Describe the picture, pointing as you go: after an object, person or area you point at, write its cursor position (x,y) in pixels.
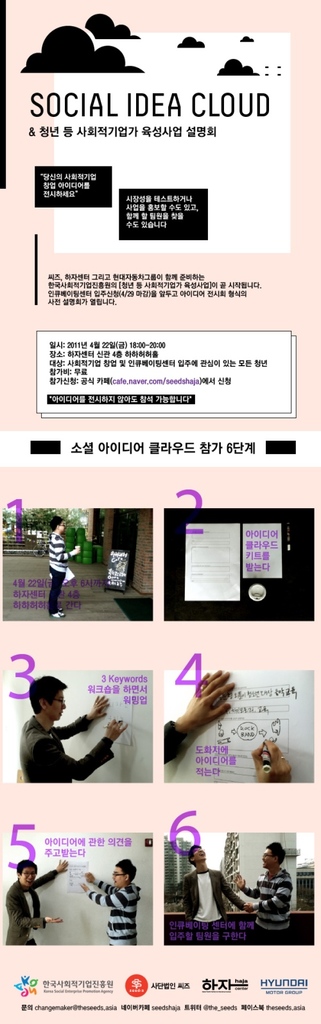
This is a poster (190,289). On this poster (177,722) we can see few persons (191,909) and text (276,693) written on it.
